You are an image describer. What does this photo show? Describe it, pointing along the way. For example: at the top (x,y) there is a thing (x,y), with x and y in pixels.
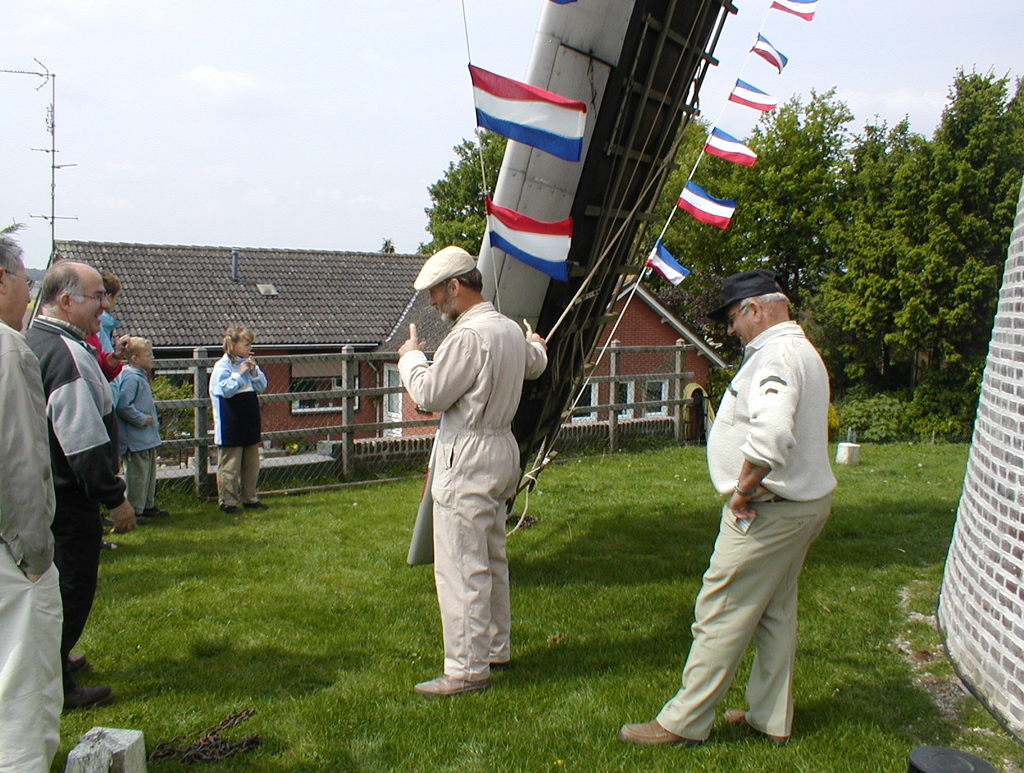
In this image we can see many people (253,493). Two persons (781,512) are wearing caps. On the ground (326,575) there is grass (611,655). Also there are flags (563,129) on ropes (627,306). And there is a stand (610,111) with rods (610,111). On the right side (982,589) there is a wall (970,511). In the back (843,239) there are trees (480,225) and buildings (373,324) with windows (331,407). And there is a railing (309,433). In the background (230,124) there is sky (178,101).
